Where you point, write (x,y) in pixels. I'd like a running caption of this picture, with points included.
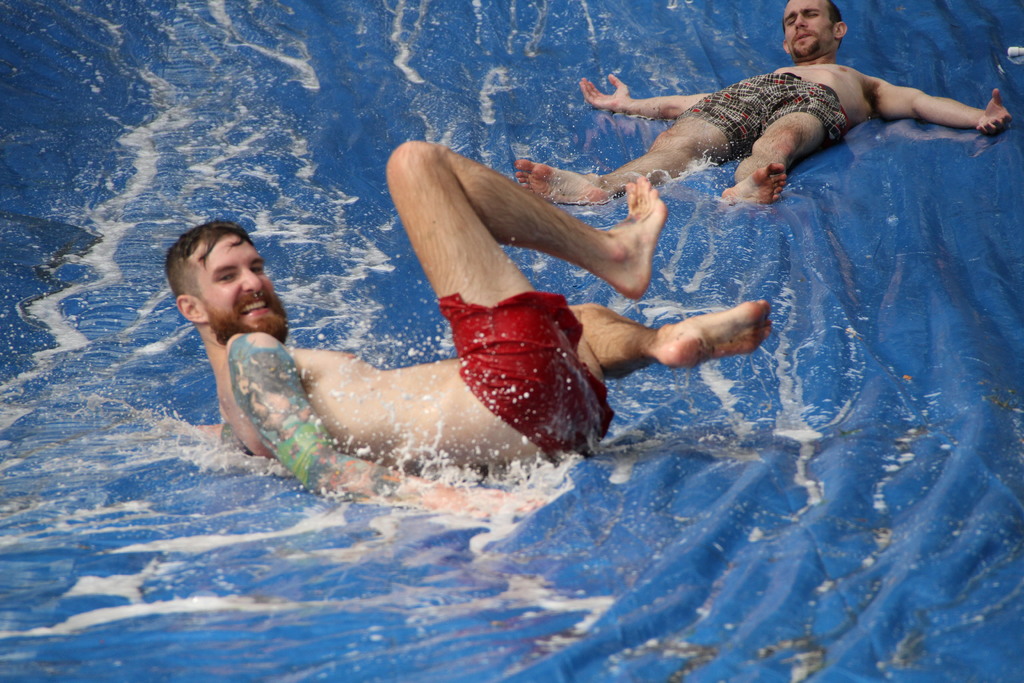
On blue surface (824,358) we can see water (793,358) and two men (745,143) wore shorts (537,315) and this man (429,382) smiling and we can see tattoo (296,423) on this man (296,423).
